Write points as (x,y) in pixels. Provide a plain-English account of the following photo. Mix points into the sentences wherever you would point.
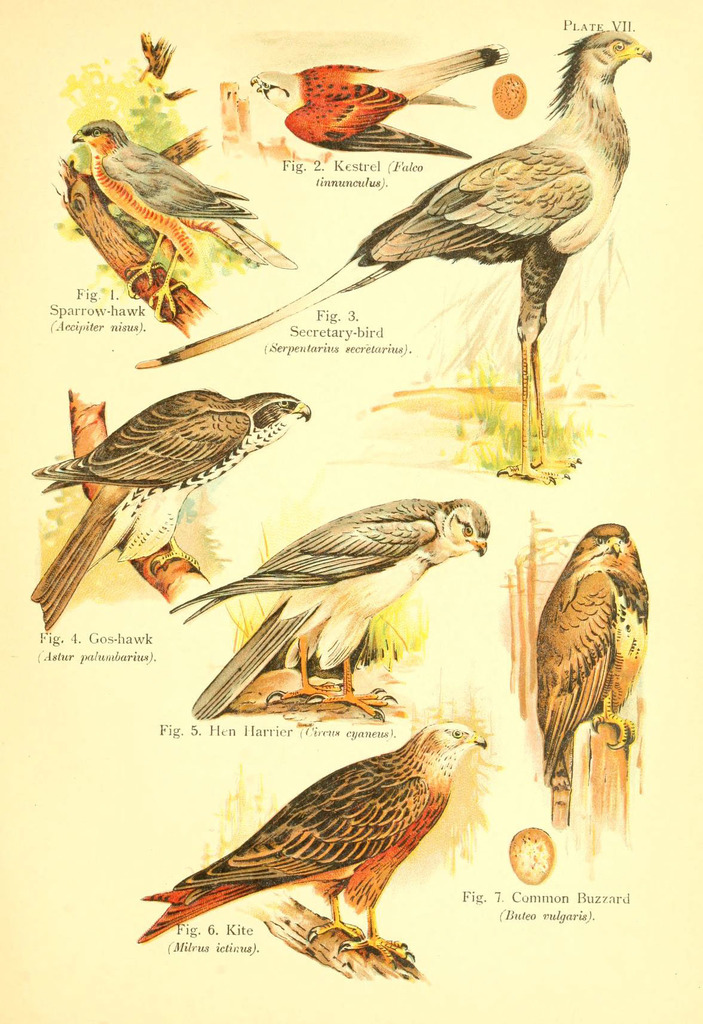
This image consists of a paper (210,715) with a few images of birds (163,176) and there is a text (465,896) on it.
